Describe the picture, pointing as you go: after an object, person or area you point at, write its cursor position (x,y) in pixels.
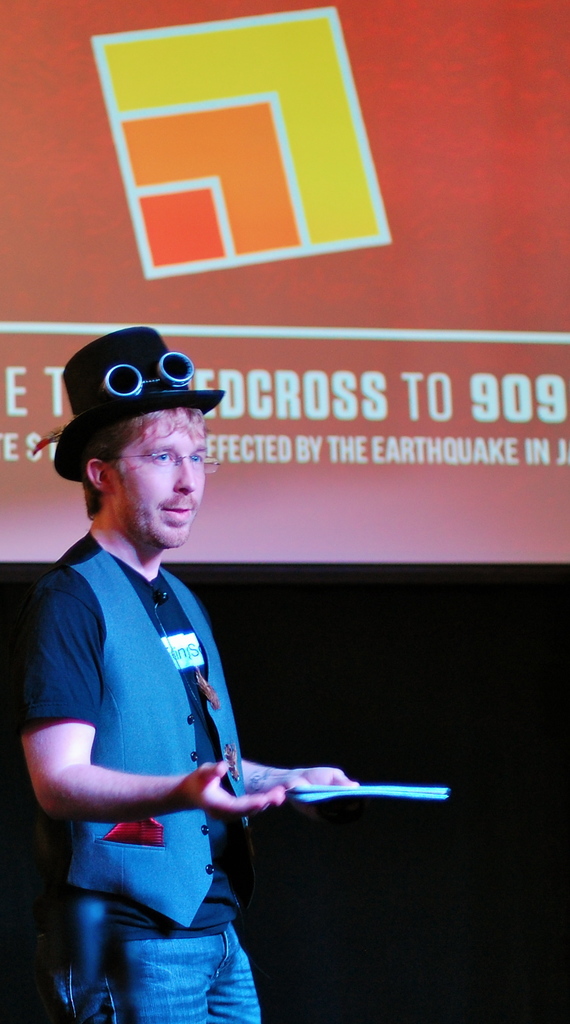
In this image in the foreground (148,707) there is one man (151,783) who is standing and he is holding some papers (383,787) and he is wearing a hat (135,366), and in the background (513,226) there is a screen (270,411). On the screen (357,403) there is some text (413,416).
